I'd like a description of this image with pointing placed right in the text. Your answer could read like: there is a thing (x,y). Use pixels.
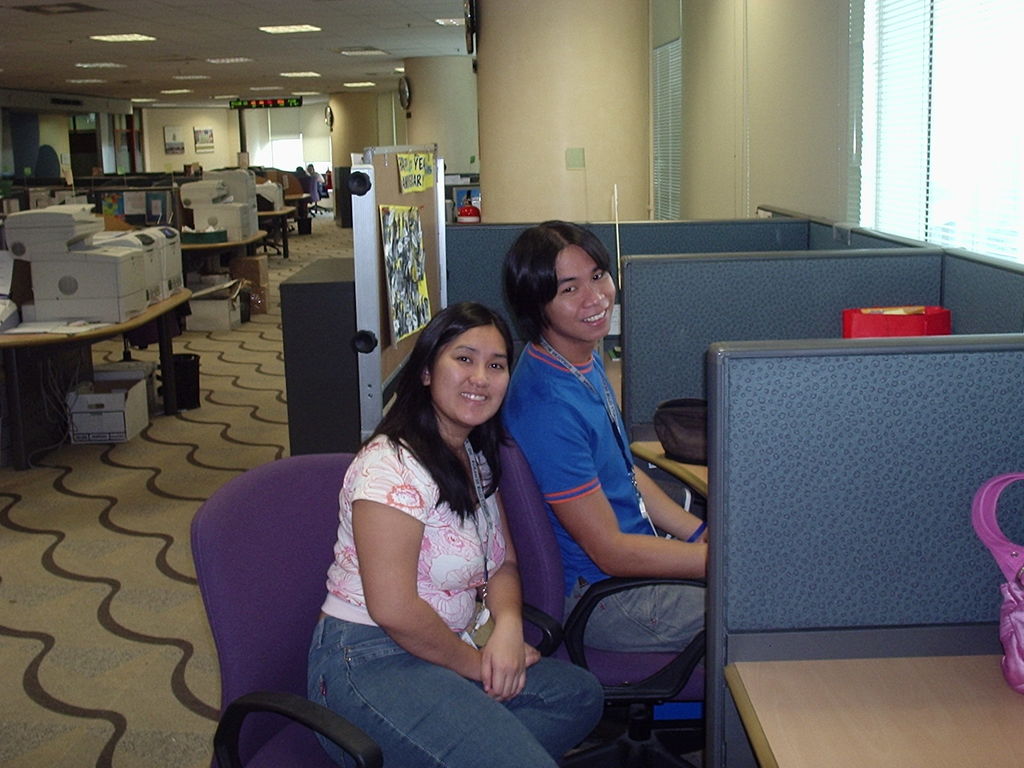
This 2 persons (447,552) are sitting on a chair (561,651). In-front of this 2 persons (619,576) there is a table (894,679), on this table (890,667) there is a bag (699,422). We can able to see number of tables (265,212) and electronic devices (117,282). Under the table (90,334) there is a cardboard box (129,406). Posters (404,279) on this board (398,358). Clock (467,31) on pillar (549,29).
